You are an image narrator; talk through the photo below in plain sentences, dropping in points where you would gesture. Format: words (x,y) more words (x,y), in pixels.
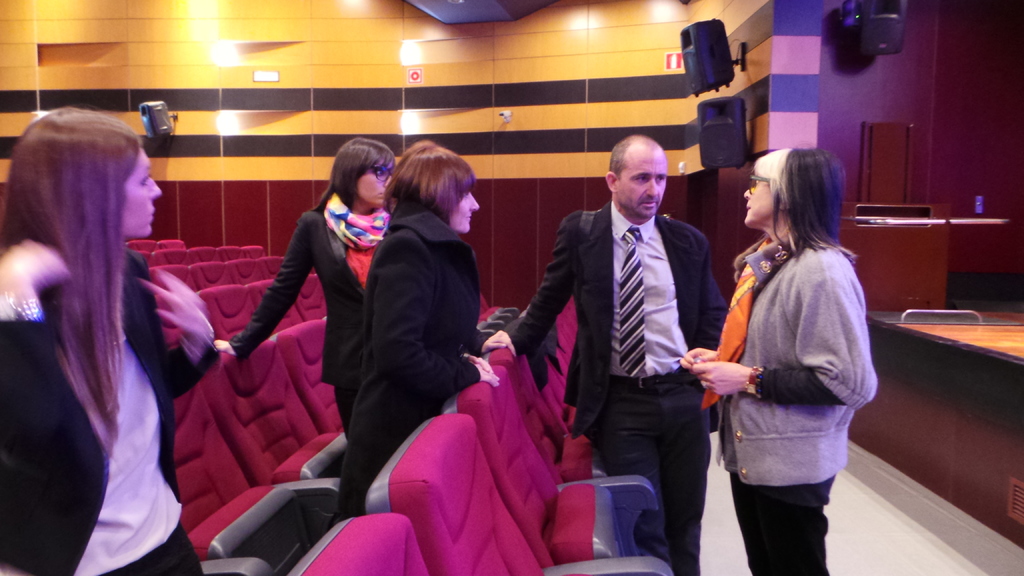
this image is clicked in an auditorium (310,482). There are a few people (633,298) standing near the chairs (544,509). To the right (958,337) there is a dais (1023,332). Behind them there is a wall (433,91). There are speakers (731,81) and lights (409,45) on the wall (787,89).
